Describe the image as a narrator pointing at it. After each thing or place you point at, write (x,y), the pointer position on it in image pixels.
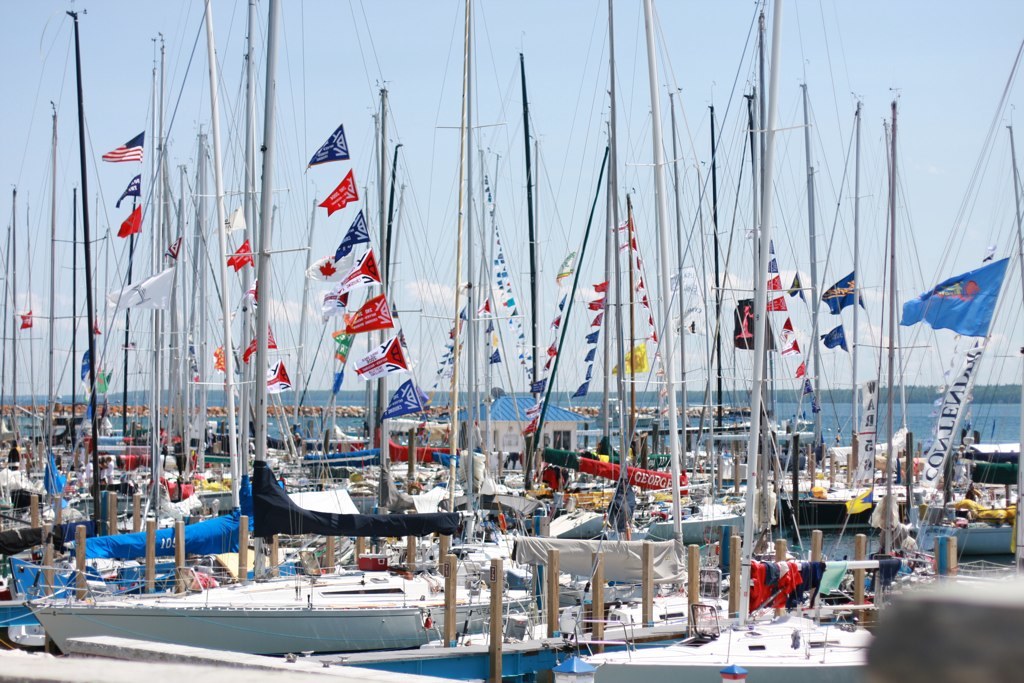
In this image we can see ships (406,574), flags (924,303), poles (552,573) and other objects (955,629). In the background of the image (794,267) there is water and the sky (520,229).
